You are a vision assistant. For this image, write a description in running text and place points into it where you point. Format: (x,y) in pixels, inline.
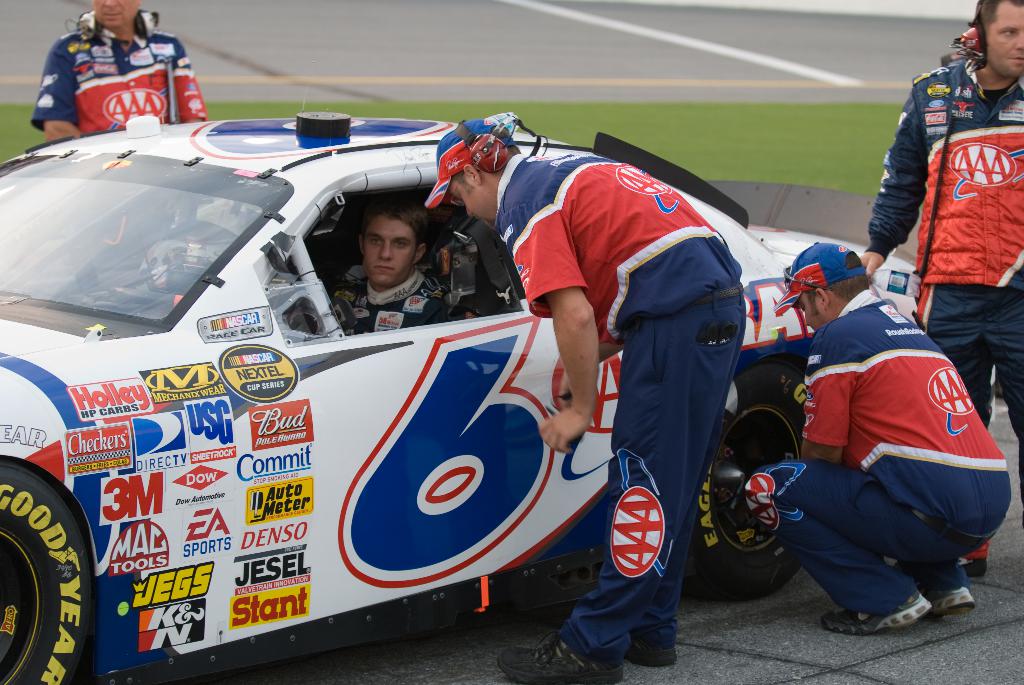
This picture consists of a white color sports car (513,415) visible on road (420,648), inside the car (475,301) I can see a person (383,246) around the car (349,268) I can see four persons (927,138) wearing a red color and blue color jacket (937,156) at the top (623,76) there is a road (734,62).
